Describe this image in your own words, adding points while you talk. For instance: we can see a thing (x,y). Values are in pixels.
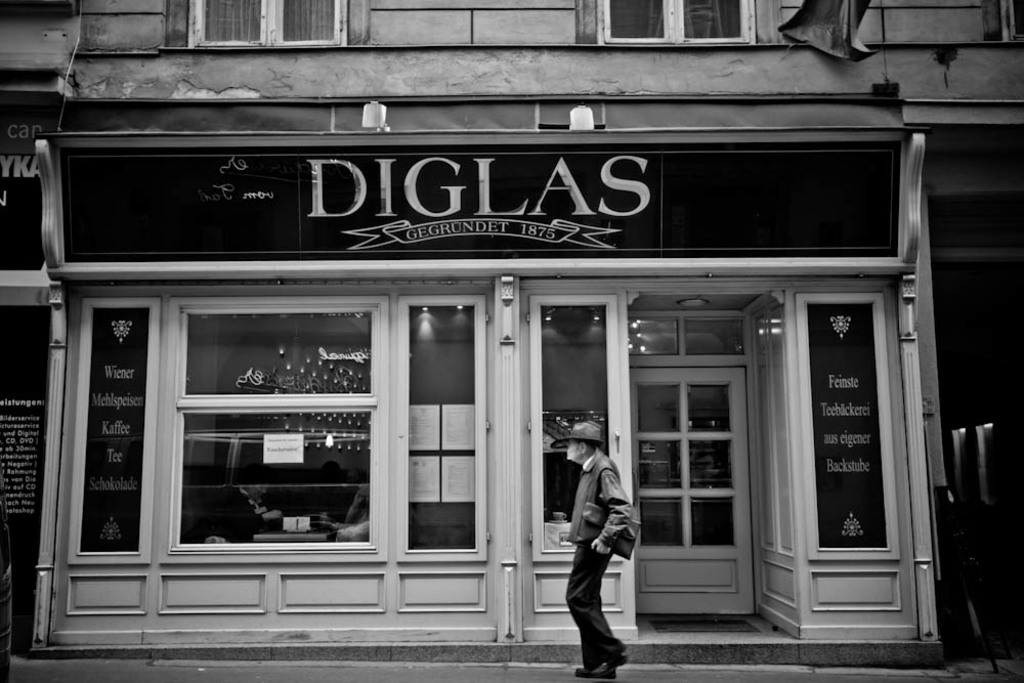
In this image we can see a person (628,528) holding a file (616,541), he is walking, there is a house (518,621), windows (263,454), a door (684,540), there are boards (23,489) with text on them, also we can see the lights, and the picture is taken in black and white mode.
